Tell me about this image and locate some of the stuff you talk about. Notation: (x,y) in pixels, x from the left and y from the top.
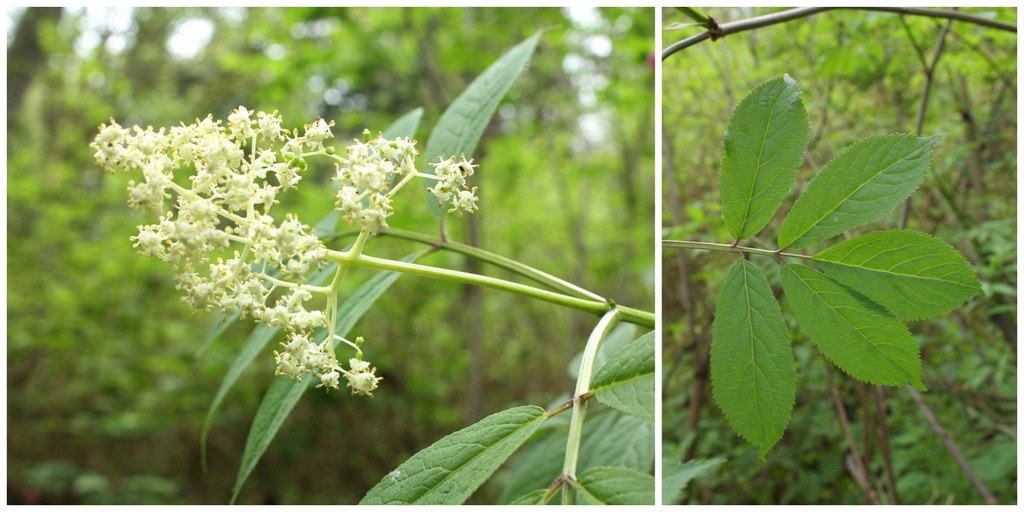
In this picture there is a two collage photos. On the left side (224,147) we can see small white color flower (280,247) and green leaves (429,205). Behind there is blur background (531,310) with some trees (43,227). On the right side (777,376) there is another image of the plant leaves (679,472).
